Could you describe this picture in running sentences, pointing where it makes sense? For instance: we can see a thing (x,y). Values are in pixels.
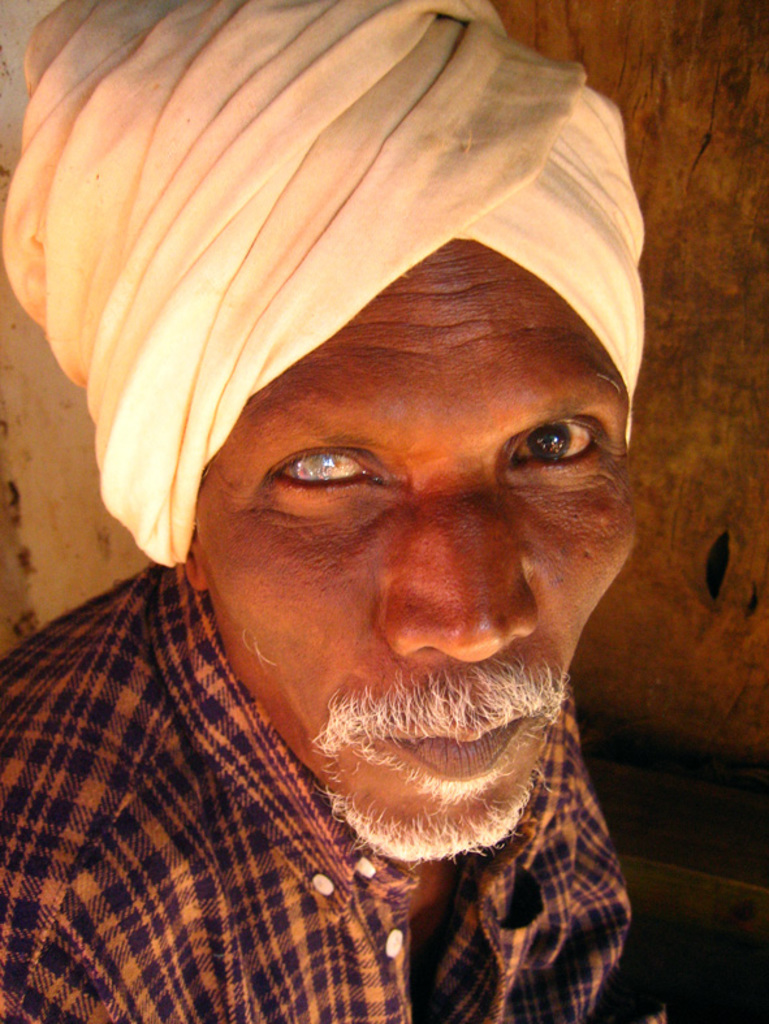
In this image there is an old man (468,555) who is having a white turban (297,140). In the background (656,190) there is a wall (701,196).
